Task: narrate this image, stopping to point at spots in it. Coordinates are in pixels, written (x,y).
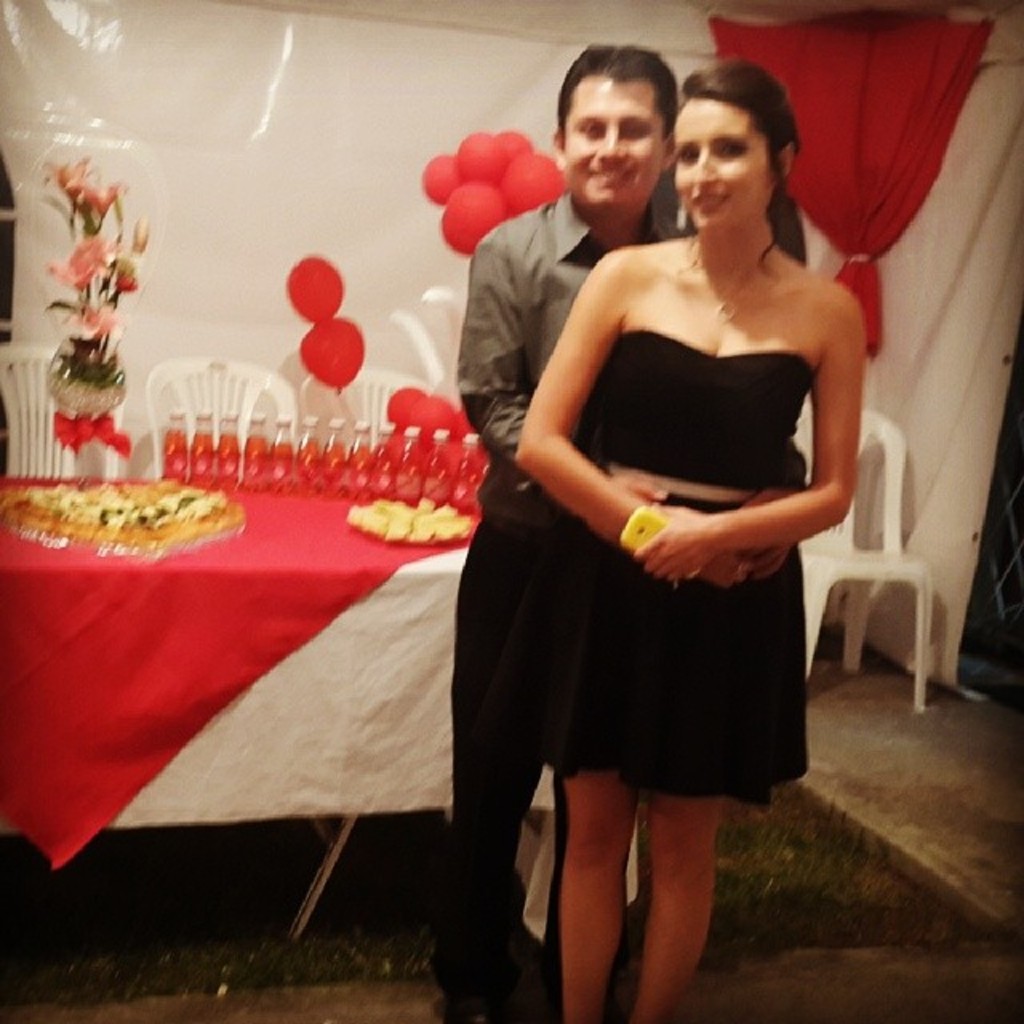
In this image, we can see persons (619,457) wearing clothes (712,651). There is a table (242,574) on the left side of the image (161,577) covered with a cloth (68,733). This table (220,736) contains bottles (237,428) and some food (406,519). There are some chairs (375,372) and balloons (518,147) in the middle of the image (431,392). There is a curtain (894,123) in the top right of the image (911,126). There is a flower vase (114,369) on the left side of the image (114,353).
